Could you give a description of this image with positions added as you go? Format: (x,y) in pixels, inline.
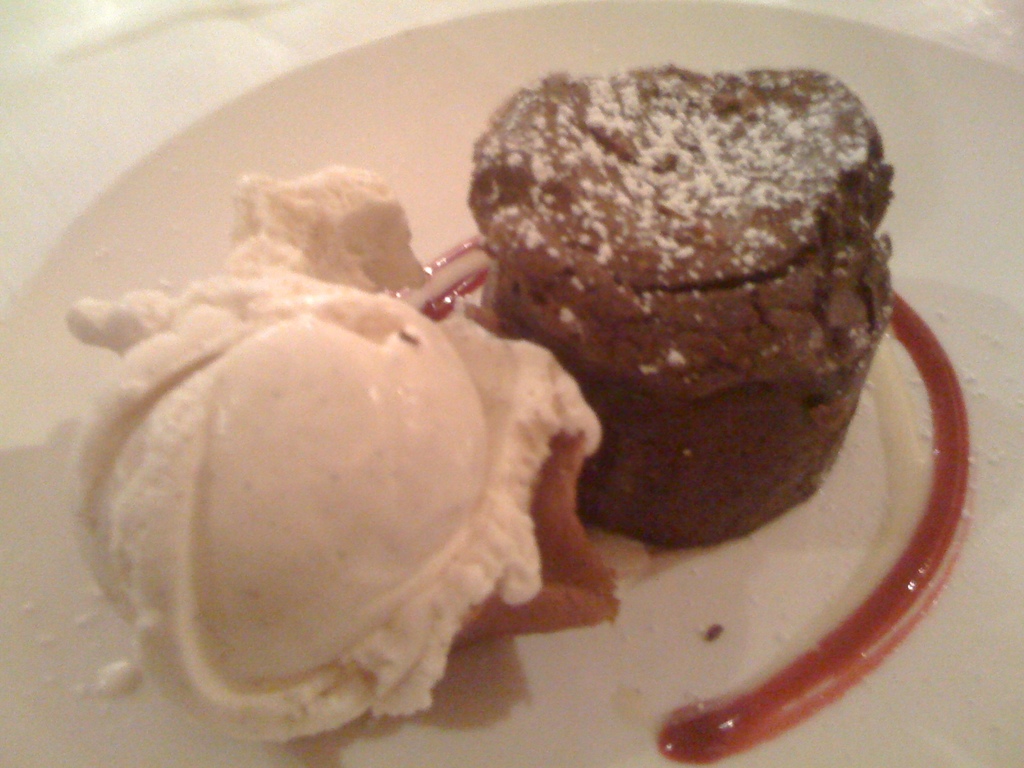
In this image we can see the food item (660,455) on the plate (829,738).
